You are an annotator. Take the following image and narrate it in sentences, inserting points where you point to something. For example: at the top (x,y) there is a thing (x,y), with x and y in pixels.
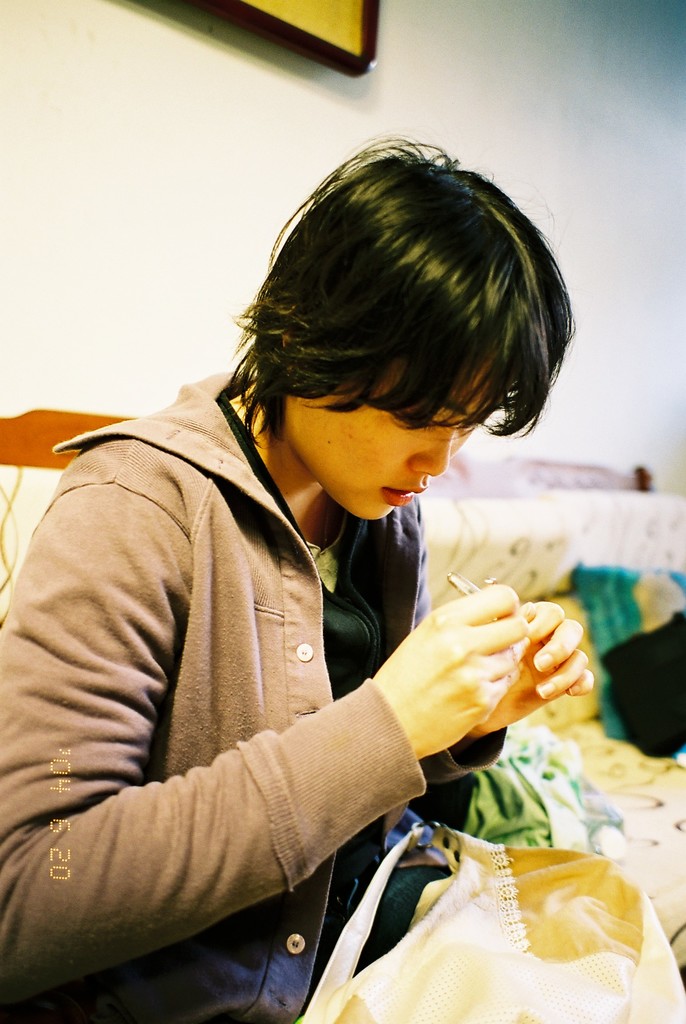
This image consists of a person (297,683). He is cutting his nails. He is wearing a jacket (267,806). He is sitting on a sofa (593,645). There is a photo frame (371,42) at the top (361,6).
